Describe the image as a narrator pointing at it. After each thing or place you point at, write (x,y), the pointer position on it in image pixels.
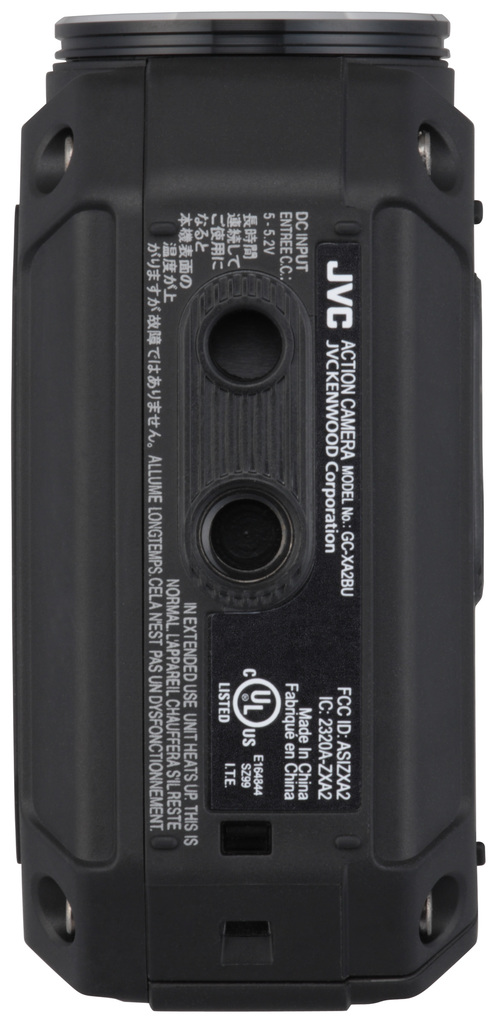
In this image there is an electronic black color device (237,649).
